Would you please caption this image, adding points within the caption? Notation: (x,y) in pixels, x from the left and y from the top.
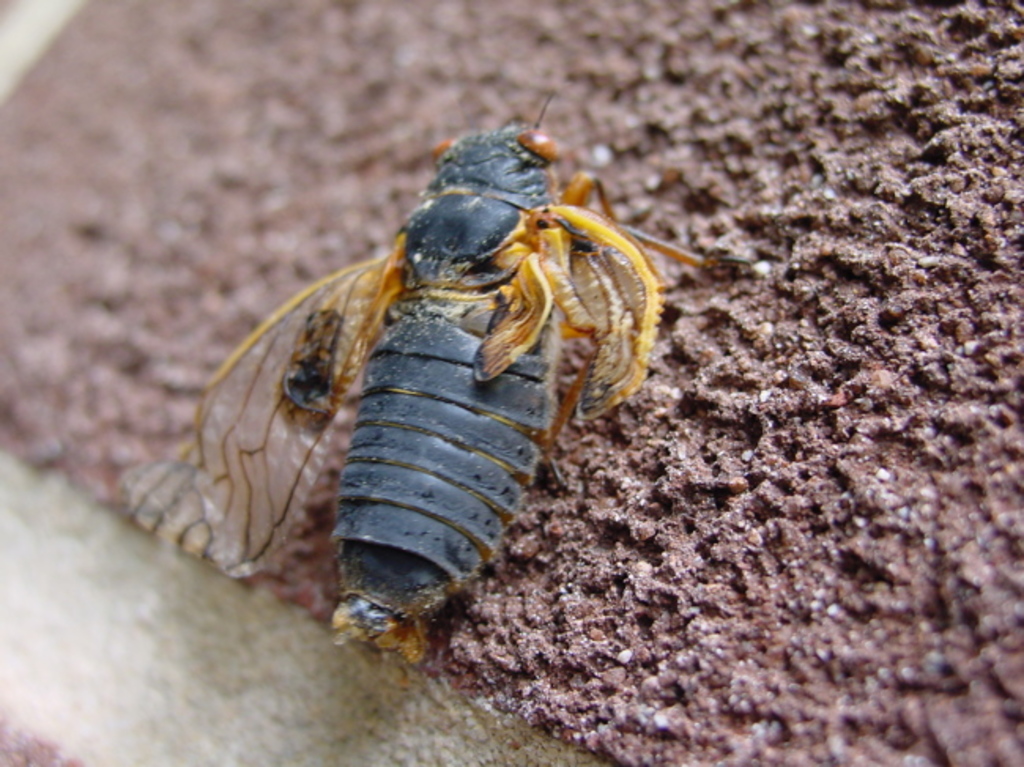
In the middle of the image (345,410) there is an insect (370,386) on the rough surface (754,399). The surface (605,155) is brown in color.
